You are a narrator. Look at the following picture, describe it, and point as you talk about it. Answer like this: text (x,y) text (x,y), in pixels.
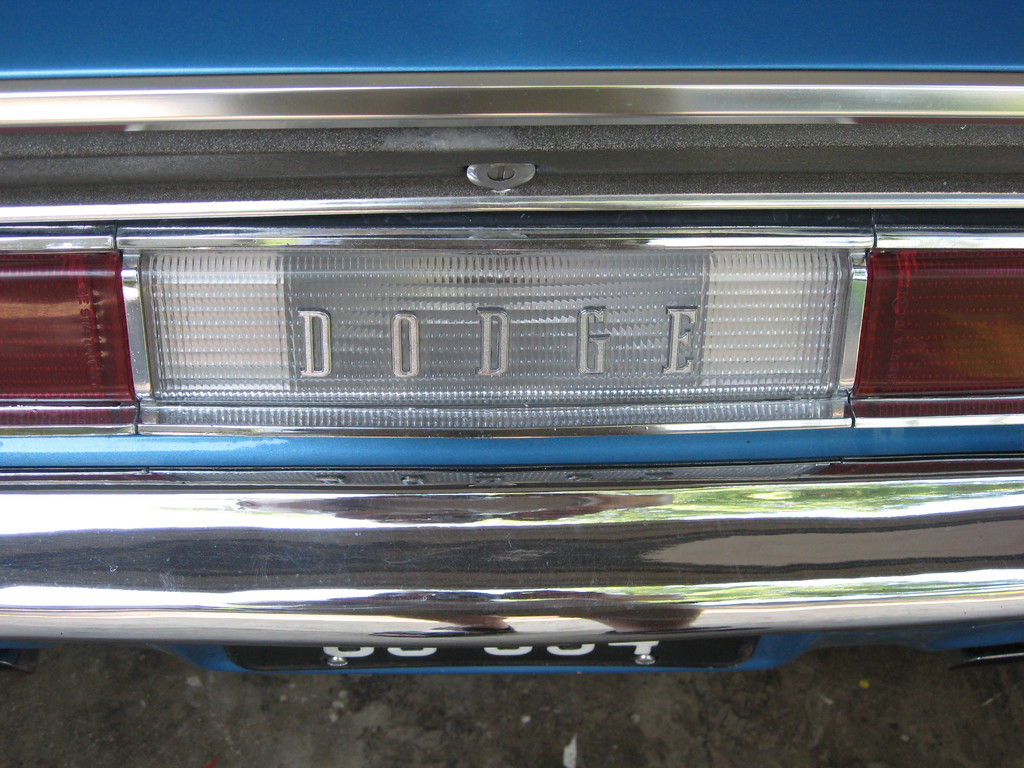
This image is taken outdoors. At the bottom of the image (249,707) there is a road (674,701). In the middle of the image (438,349) a car (322,488) is parked on the road (546,711).
